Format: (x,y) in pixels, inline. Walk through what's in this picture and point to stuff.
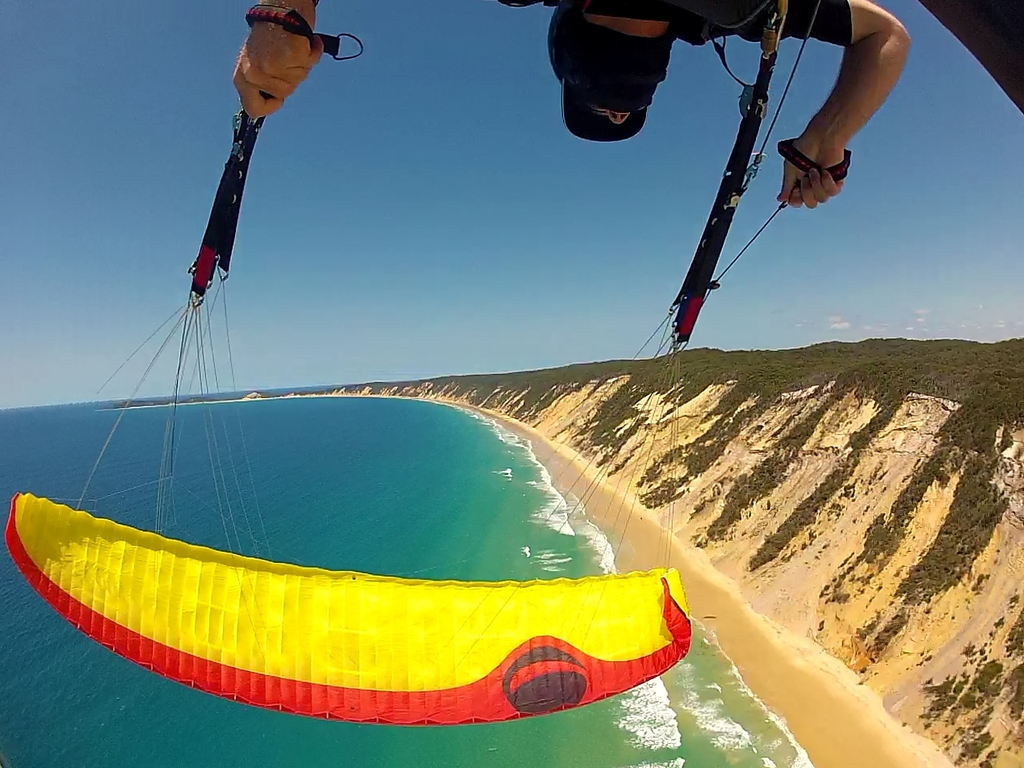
In the image we can see there is a man (633,47) doing paragliding. There is water (305,471) on the ground (367,397) and there are hills (558,370) which are covered with trees (839,367). There is a clear sky (534,256).
